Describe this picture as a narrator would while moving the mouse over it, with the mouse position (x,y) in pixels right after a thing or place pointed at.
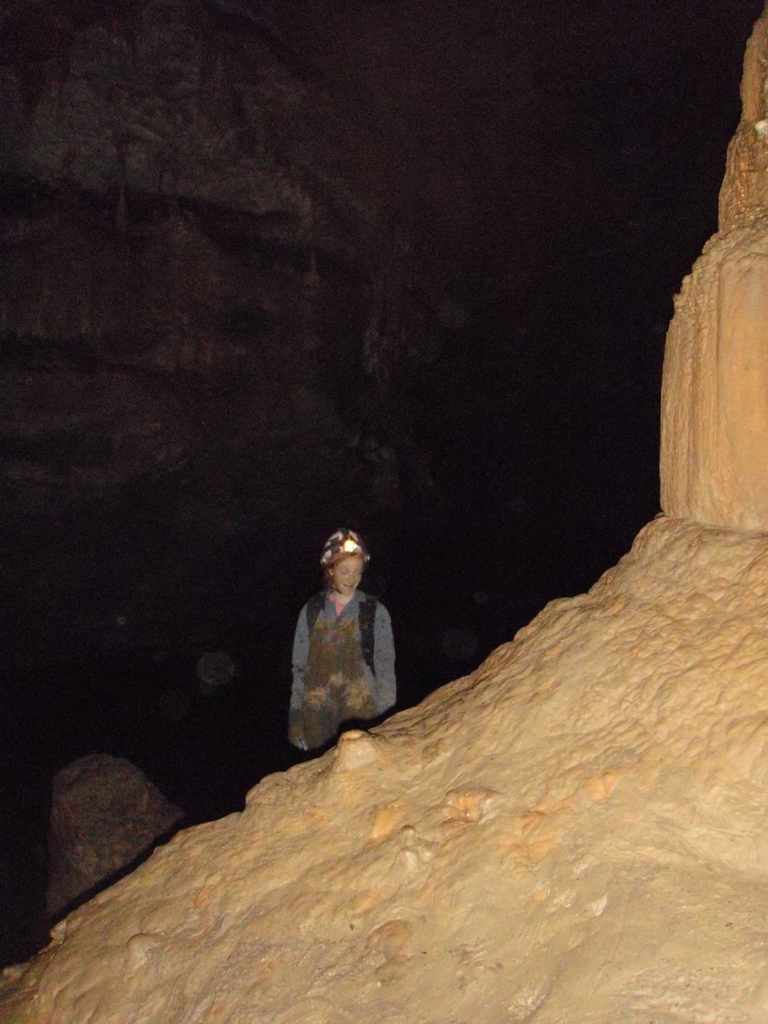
Here I can see a rock (540,911). Behind there is a person (334,652) wearing a helmet (335,550) on the head (333,560) and standing. In the background (355,454), I can see another rock (202,333) in the dark.
